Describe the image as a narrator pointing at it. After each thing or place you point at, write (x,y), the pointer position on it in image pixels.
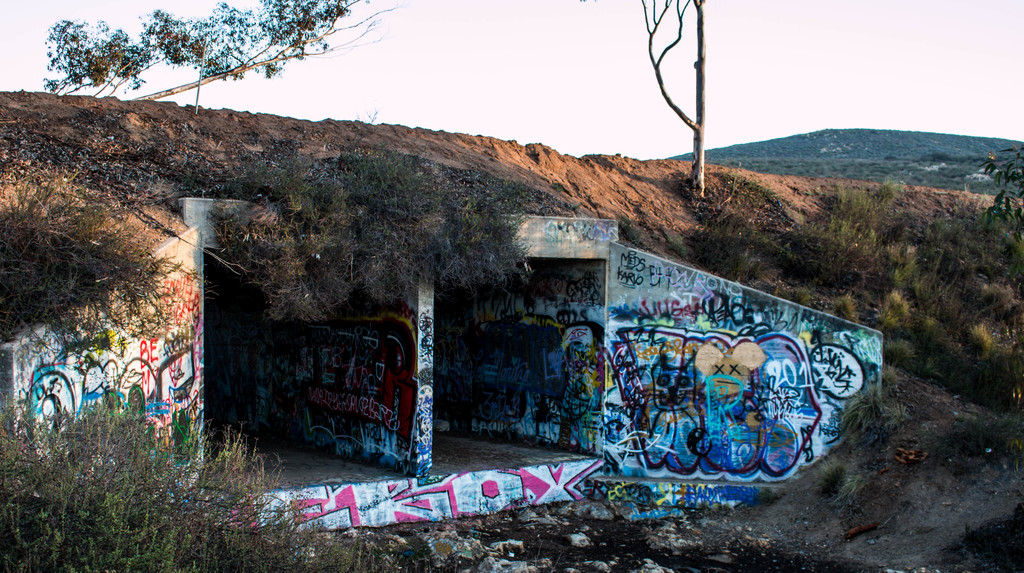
In this image I can see two tunnels (365,396). I can see the painting (391,423) on the wall (373,397). To the side of these tunnels (450,406) I can see the grass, plants (33,278) and trees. In the background (923,171) I can see the mountains (749,161) and the sky (514,83).
